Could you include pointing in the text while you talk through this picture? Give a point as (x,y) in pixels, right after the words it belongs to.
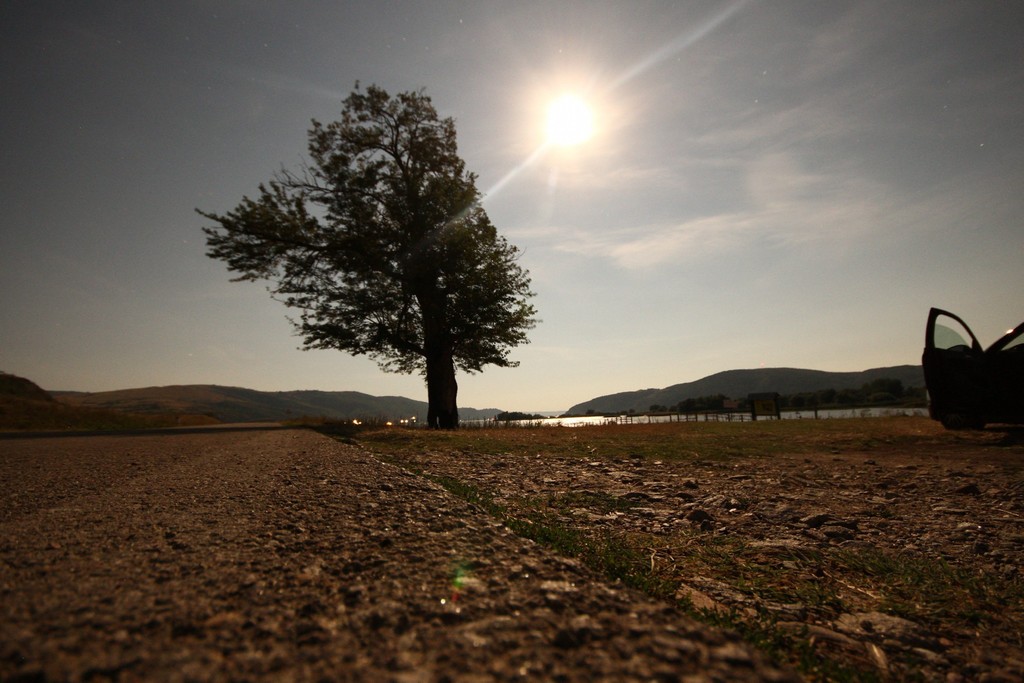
In this picture we can see a vehicle (958,419) on the path (959,435) and on the left side of the vehicle (945,380) there is a tree (383,353) and behind the tree (431,345) there is water (553,423), hills (611,401) and a sun (571,113) in the sky (690,147).
